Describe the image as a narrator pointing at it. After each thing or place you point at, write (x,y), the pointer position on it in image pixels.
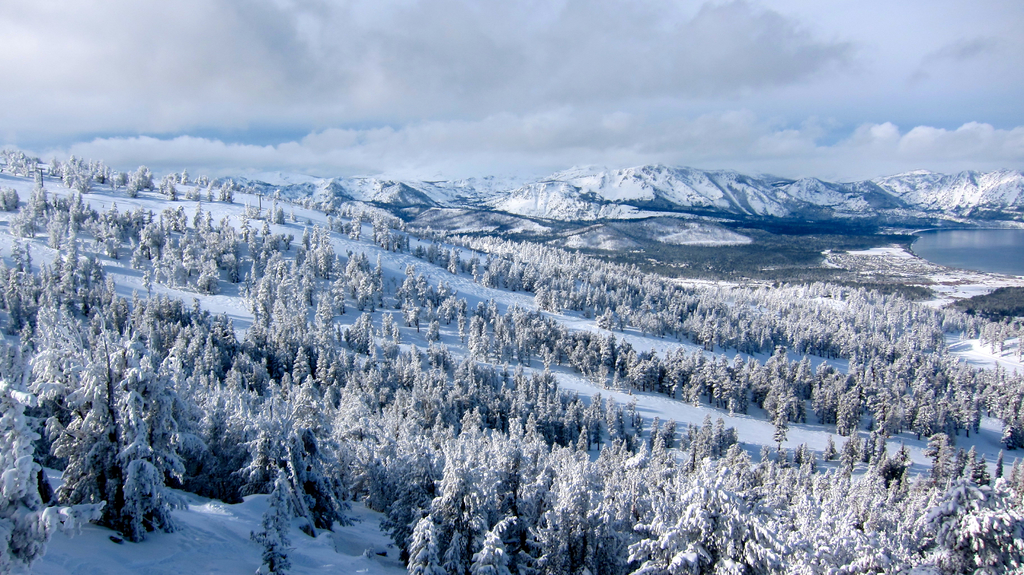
In this image we can see so many trees (142,315) on the snow land (125,539). In the middle of the image (494,199), we can see mountains (979,180) and water body (965,245). The sky (844,105) is covered with clouds (290,97).
